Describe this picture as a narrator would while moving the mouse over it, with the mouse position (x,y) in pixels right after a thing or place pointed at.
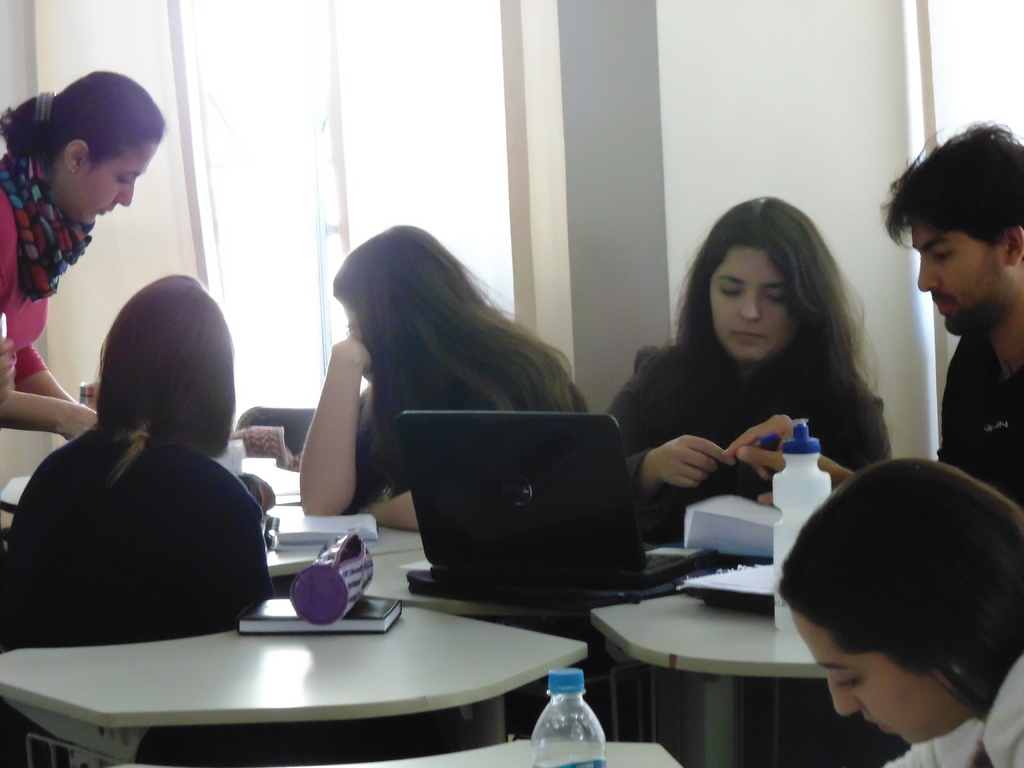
There is a woman (825,381) sitting at the right corner (844,417). He is a man (975,387) at the right corner (1016,304). There is other woman (992,681) who is at the right corner (983,553). This is a laptop (436,527) which is placed on a table (472,606). There is also a book (254,627) which is placed on the table (322,689) and there are three woman (78,156). One is at the left corner (213,452). One is sitting at the center (437,373) and one is left corner (213,553).
